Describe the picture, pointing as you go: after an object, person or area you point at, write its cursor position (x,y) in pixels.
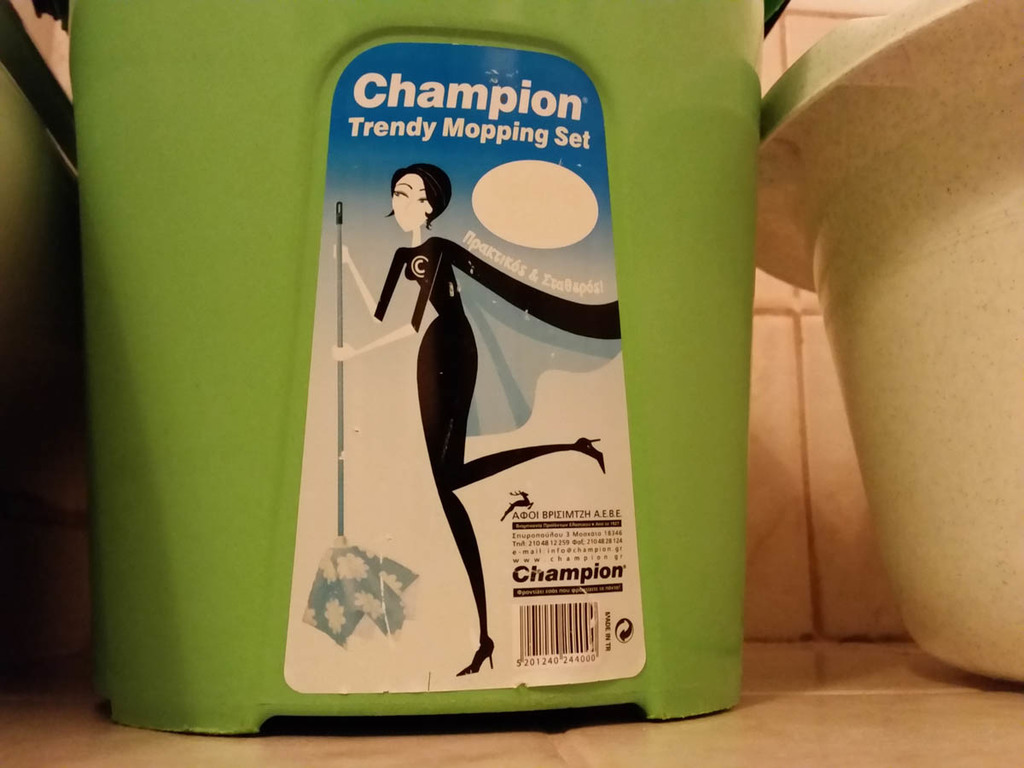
There is a green mop tub (654,107) which has a sticker (395,318) on it. There is a plastic tub (976,456) on the right (1006,536) and there are tiles (826,546) at the back (783,408).
